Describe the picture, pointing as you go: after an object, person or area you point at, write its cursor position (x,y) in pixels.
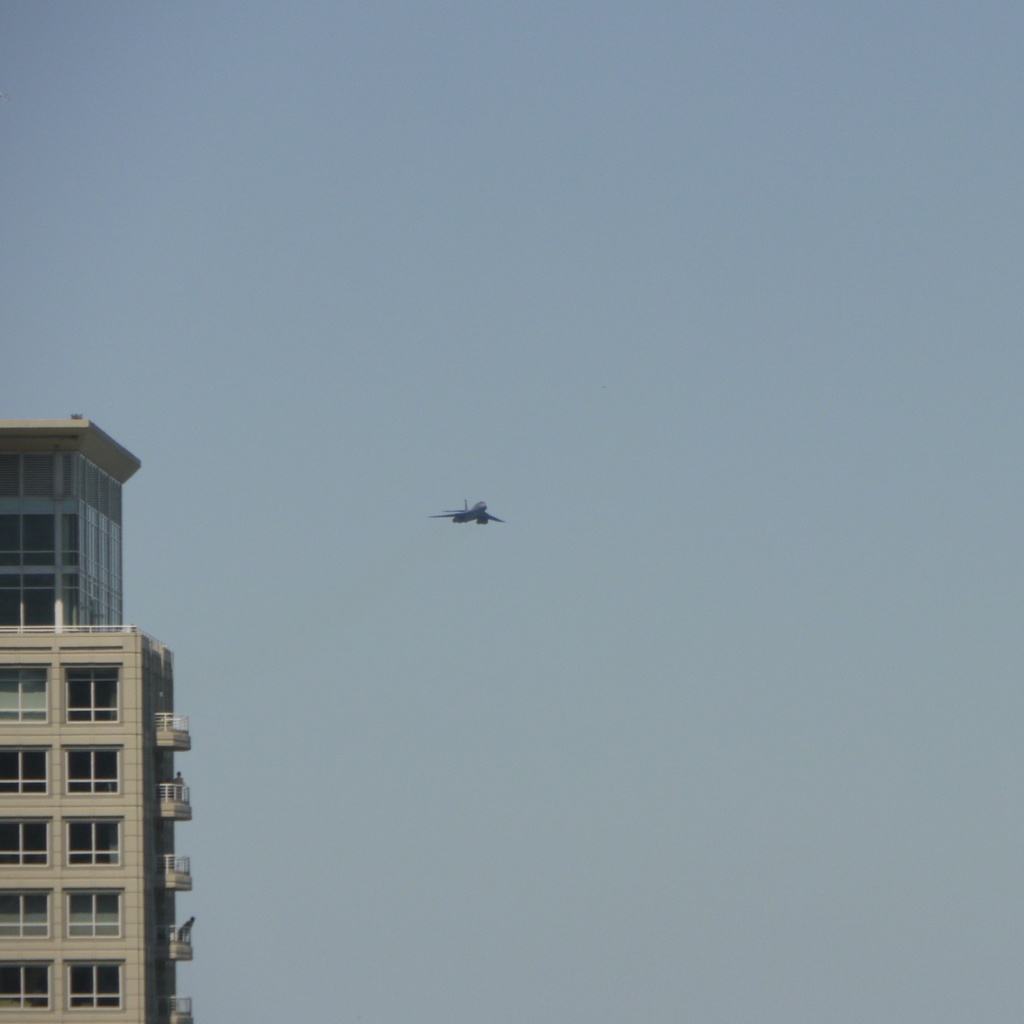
In the picture we can see a tower building (47,866) on the left side of the image (80,768) and we can see an airplane (491,516) is flying in the air (464,533). In the background (481,278), we can see the plain sky (555,437).
